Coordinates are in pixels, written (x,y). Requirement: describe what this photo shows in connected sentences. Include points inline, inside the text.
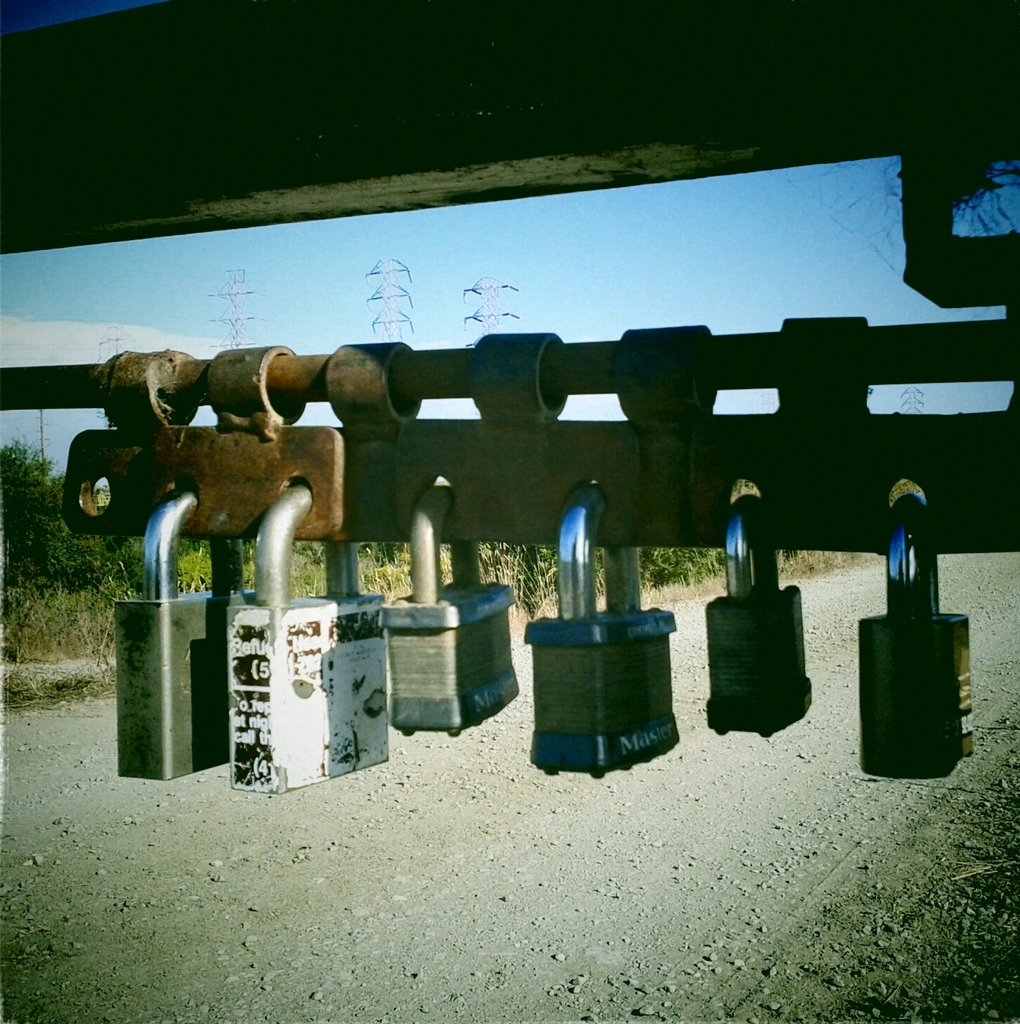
In this picture we can see locks (315,713) to a metal object (720,542), plants (24,585) and road (761,795). In the background of the image (346,310) we can see towers (498,329) and sky (586,295).
